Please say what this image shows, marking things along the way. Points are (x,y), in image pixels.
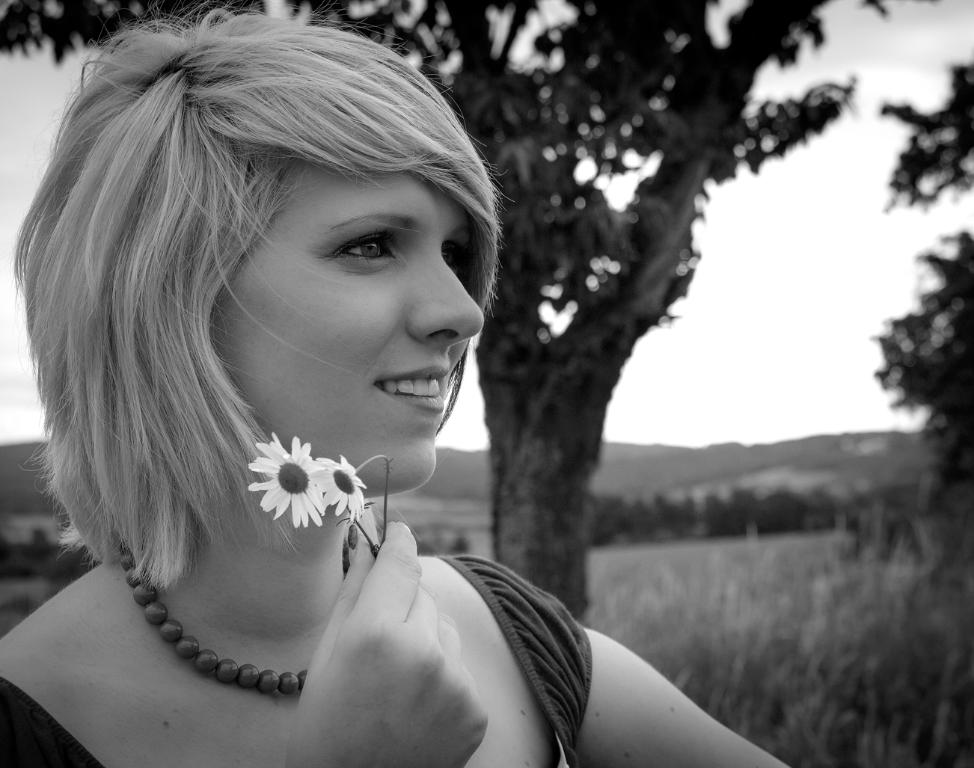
In this image I can see the person (253,505) with the dress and holding the flowers (323,492). In the background (610,573) I can see the grass (603,561), trees (755,509), mountains (690,459) and the sky (695,294). I can see this is a black and white image.
